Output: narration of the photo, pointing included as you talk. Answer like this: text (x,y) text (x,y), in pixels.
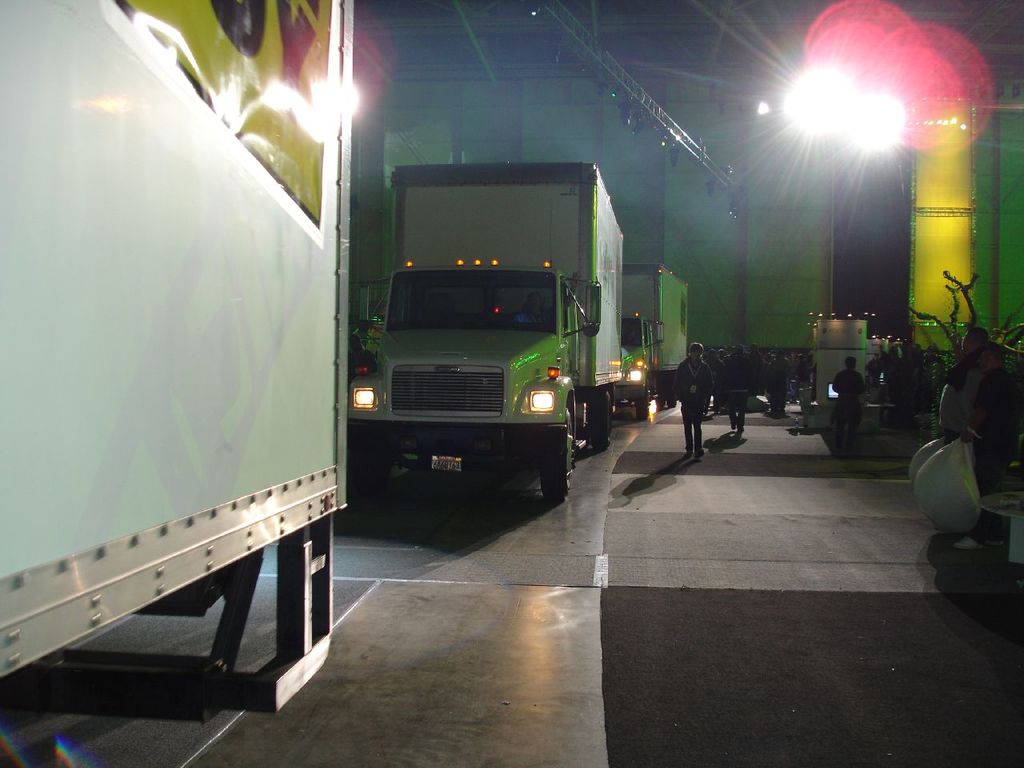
In this image we can see few vehicles (547,374), people (958,428), a person (987,449) is holding some objects (951,487) and there are lights (865,125), metal rod (664,111), and few other objects (871,352) on the floor (717,552).
